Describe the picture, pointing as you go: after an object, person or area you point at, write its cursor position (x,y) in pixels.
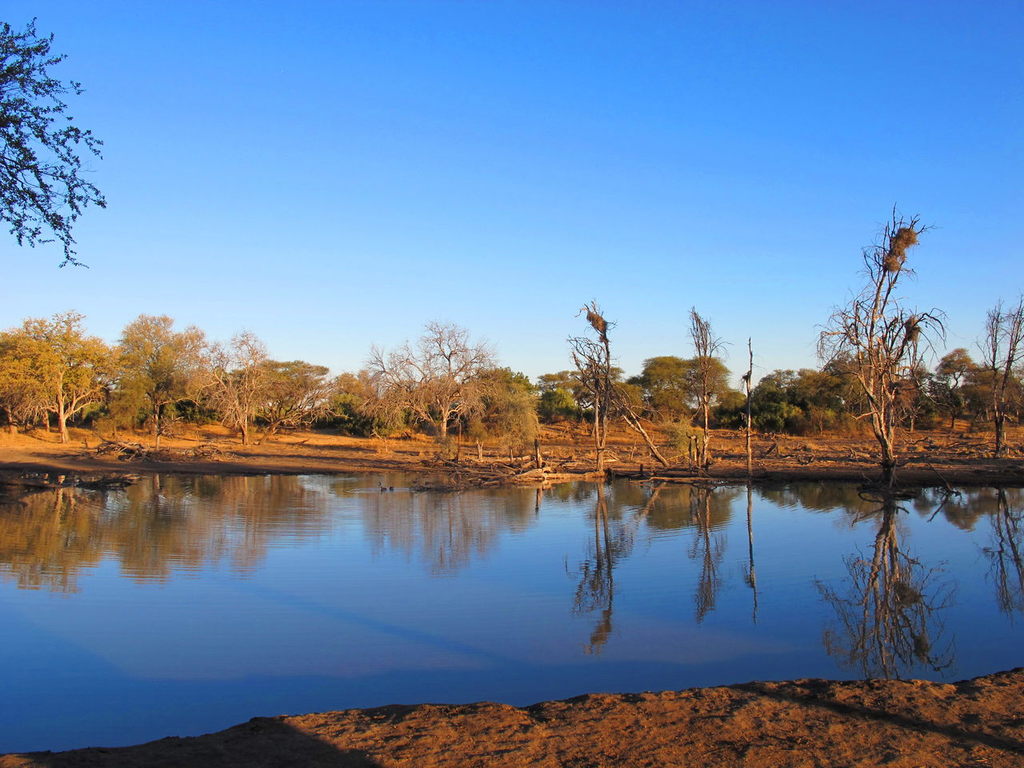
In this image I can see the ground (449,483), some water (400,521) and few trees (402,374). On the surface (450,509) of the water (464,529) I can see the reflection (285,549) of the sky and trees (412,518). In the background (304,248) I can see the sky (549,190).
